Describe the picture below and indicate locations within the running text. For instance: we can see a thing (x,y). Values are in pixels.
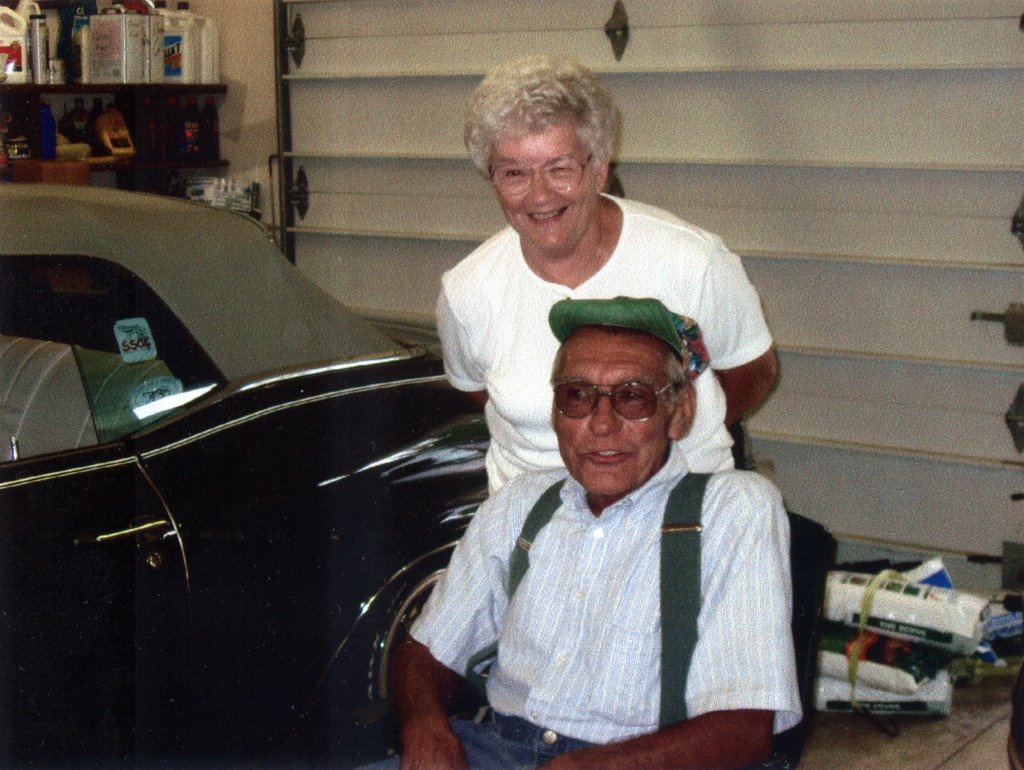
In this image, we can see a person (638,591) sitting on the chair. This person (767,726) is wearing clothes (596,626) and spectacles (632,404). There is an another person (582,263) in front of the wall (814,382). There is a car (206,369) on the left side of the image (142,350). There are bottles (171,48) on the rack (148,92) which is in the top left of the image (153,129).
